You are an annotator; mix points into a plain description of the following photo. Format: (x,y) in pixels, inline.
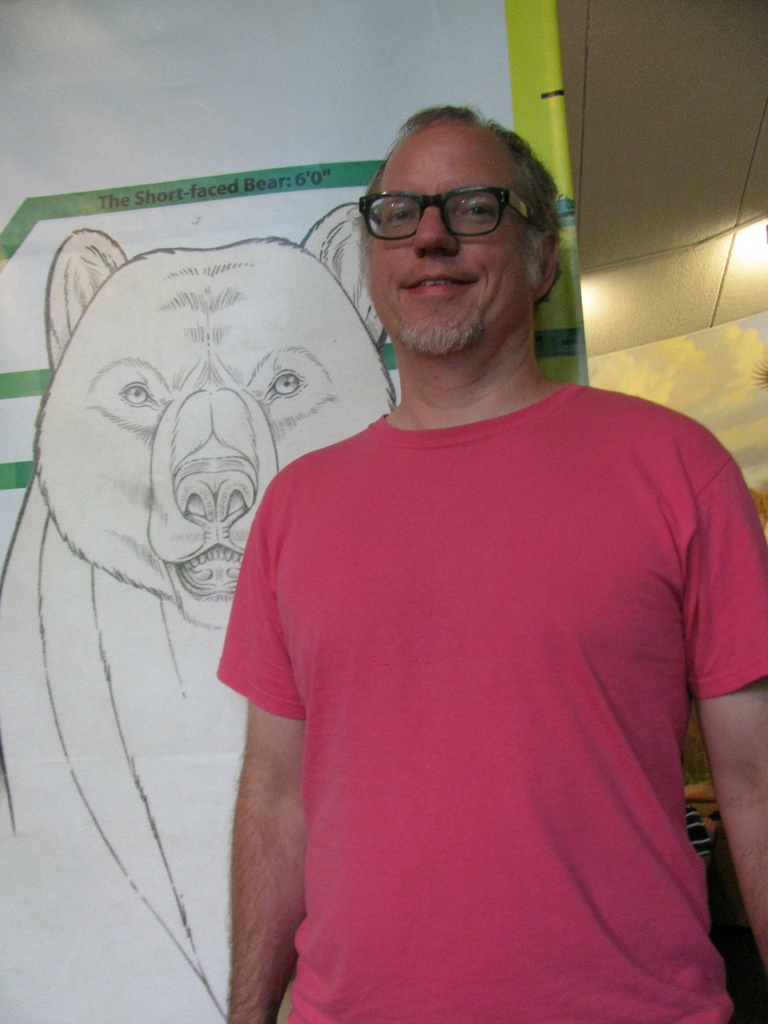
In this image I can see a man (434,642) is there, he wore a t-shirt (550,616). On the left side (243,303) there is the diagram of a bear (253,446) on the wall (124,349).
